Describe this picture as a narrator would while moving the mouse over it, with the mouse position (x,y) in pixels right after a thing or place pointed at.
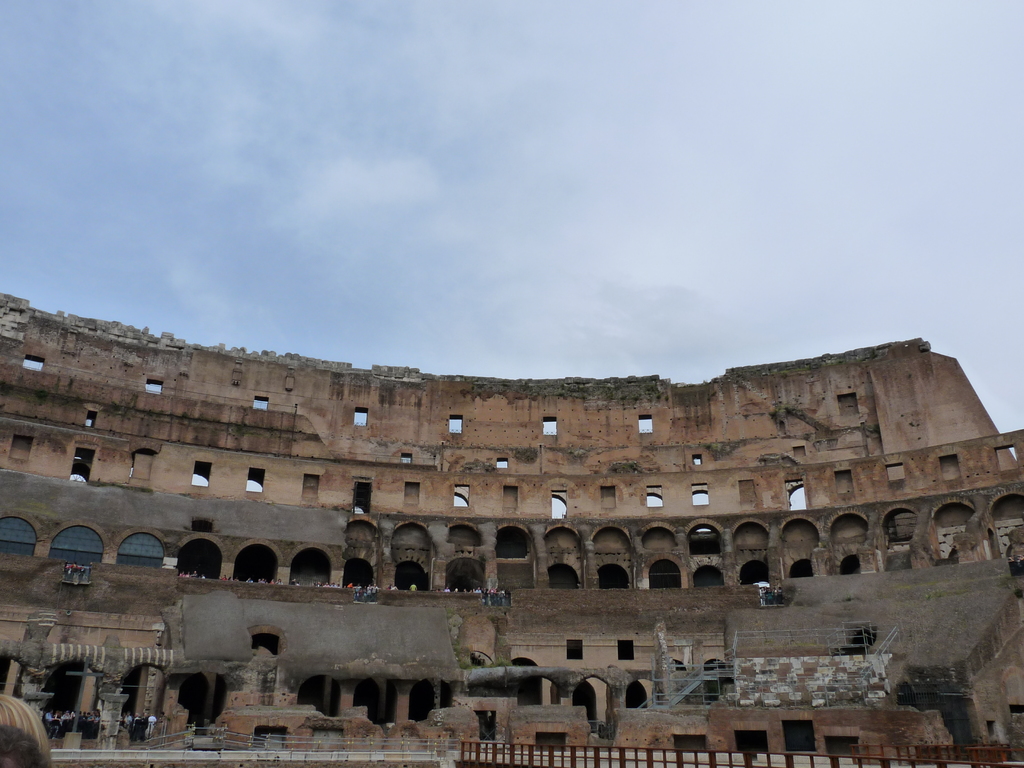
In the image we can see stone building (431,446) and here we can see arch construction (165,542). Here we can see fence (575,748) and the cloudy pale blue sky (449,251). We can even see there are people (46,727).
